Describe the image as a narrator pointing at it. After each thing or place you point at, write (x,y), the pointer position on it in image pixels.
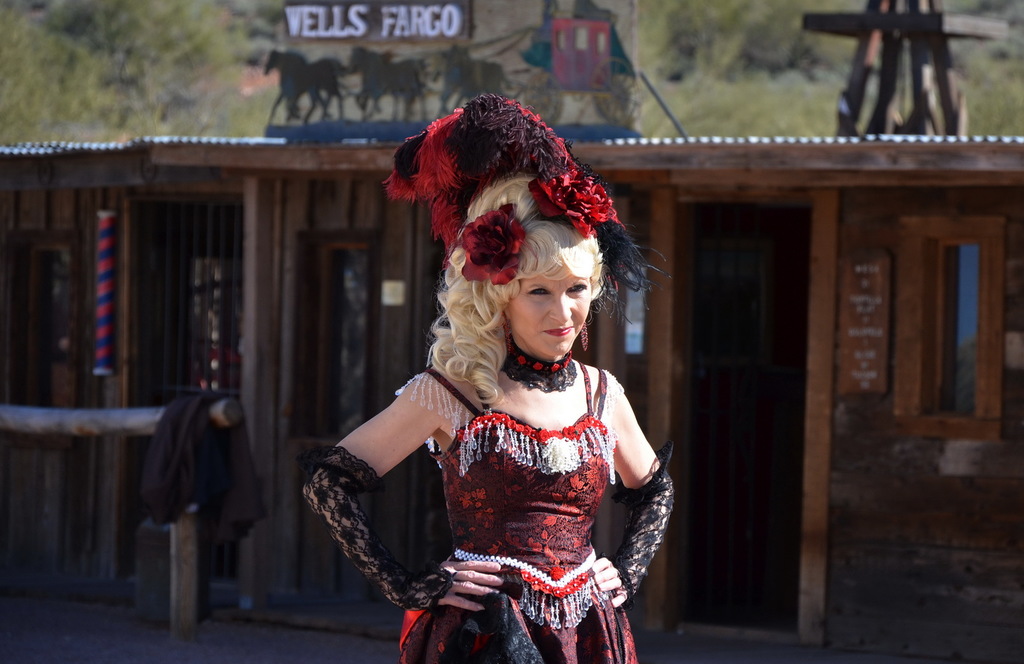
In this picture there is a woman (513,276) standing and wore costume (441,467) and we can see shade (242,191), cloth (191,414) on wooden pole (145,419) and board (377,105). In the background of the image (201,113) it is blurry and we can see trees (740,19).
